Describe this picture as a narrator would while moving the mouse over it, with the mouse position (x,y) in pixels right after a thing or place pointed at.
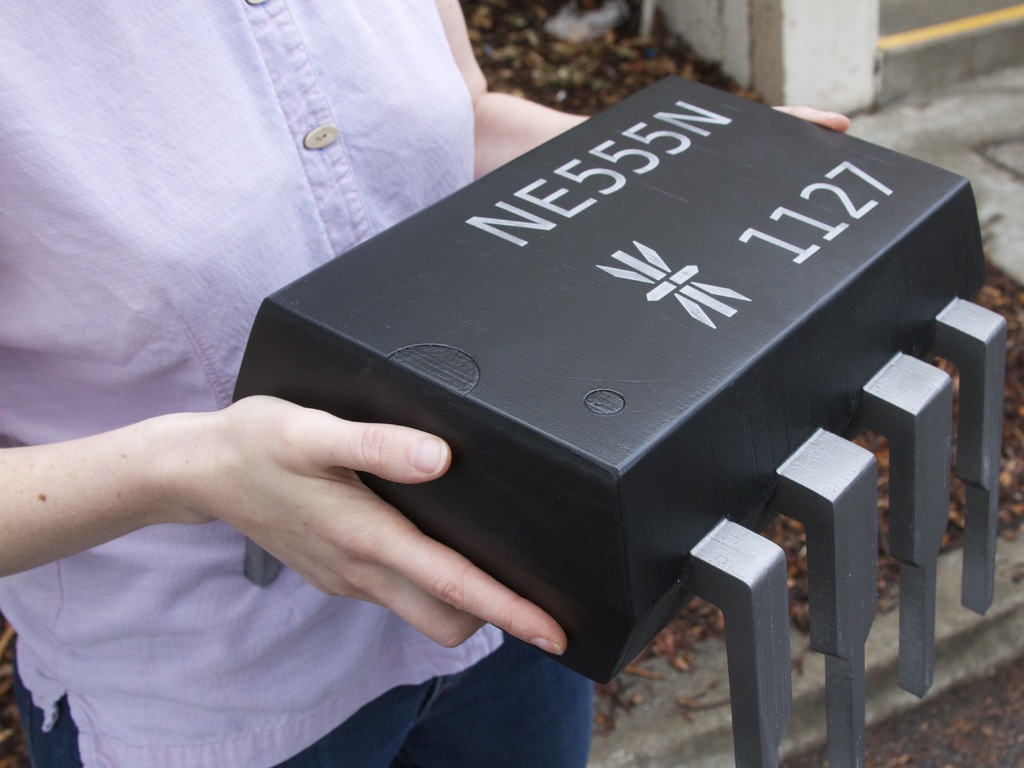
In this image there is a person (343,752) standing and holding a box (478,301), which is in the model of a microcontroller (747,318), and in the background (525,25) there are leaves (537,15).
